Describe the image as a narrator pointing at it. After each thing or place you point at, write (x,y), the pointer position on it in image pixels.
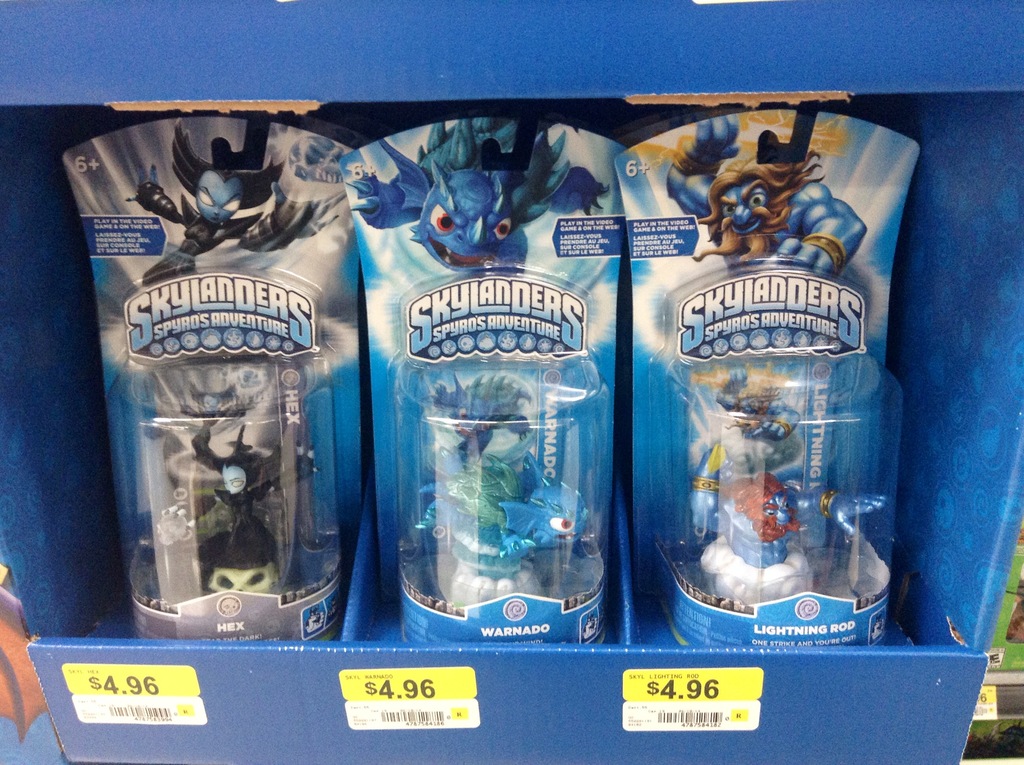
In this image, we can see a blue color box (1010,503), in that box (939,691) we can see three toys (782,558) and we can see price stickers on the box (875,762).
